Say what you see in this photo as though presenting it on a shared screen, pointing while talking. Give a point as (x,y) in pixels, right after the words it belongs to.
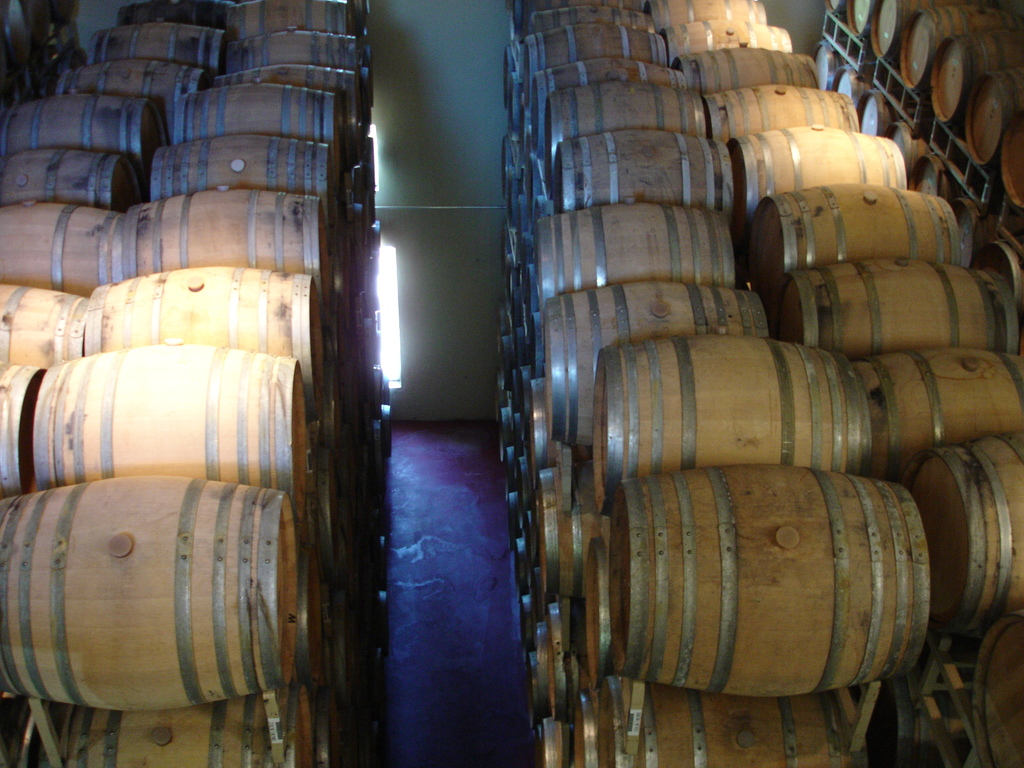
In this image I can see many barrels (669,236). There is a grey-green background (392,18).
